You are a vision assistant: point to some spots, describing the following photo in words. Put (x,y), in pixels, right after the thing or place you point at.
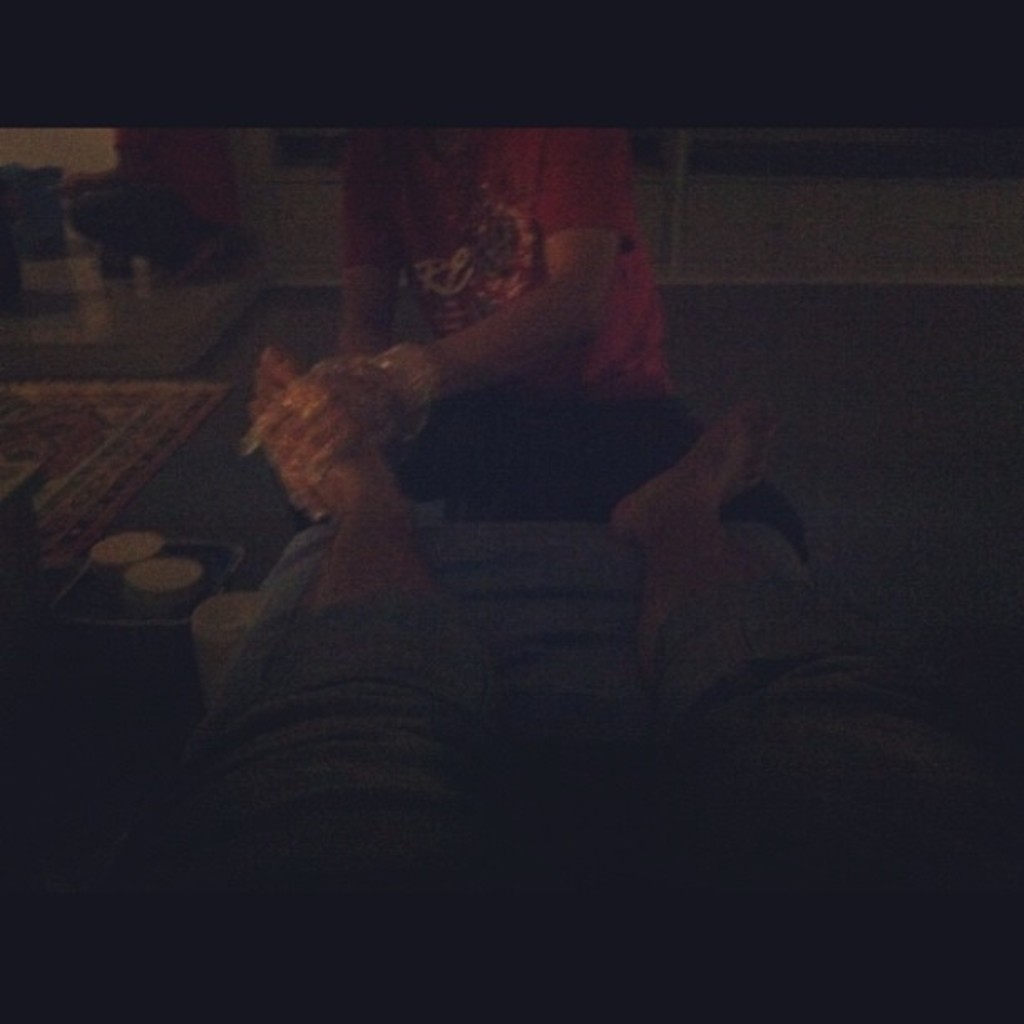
At the bottom of the image (325,782) there are legs (729,635) of a person (757,641). Behind the legs (330,488) there is a person (458,276) sitting and holding a leg (333,450). On the left side of the image (183,547) on the floor (129,657) there are few things (152,577). And there is a blur background (784,147).
